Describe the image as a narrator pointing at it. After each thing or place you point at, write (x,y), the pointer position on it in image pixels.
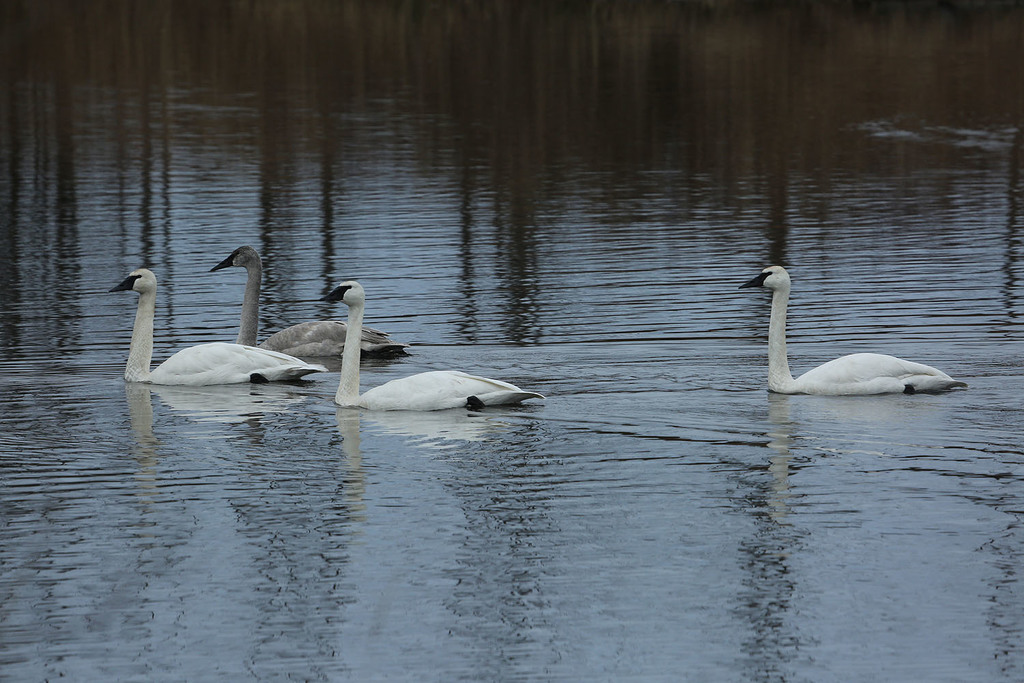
In this image we can see swans (478,403) in the water (473,418).
